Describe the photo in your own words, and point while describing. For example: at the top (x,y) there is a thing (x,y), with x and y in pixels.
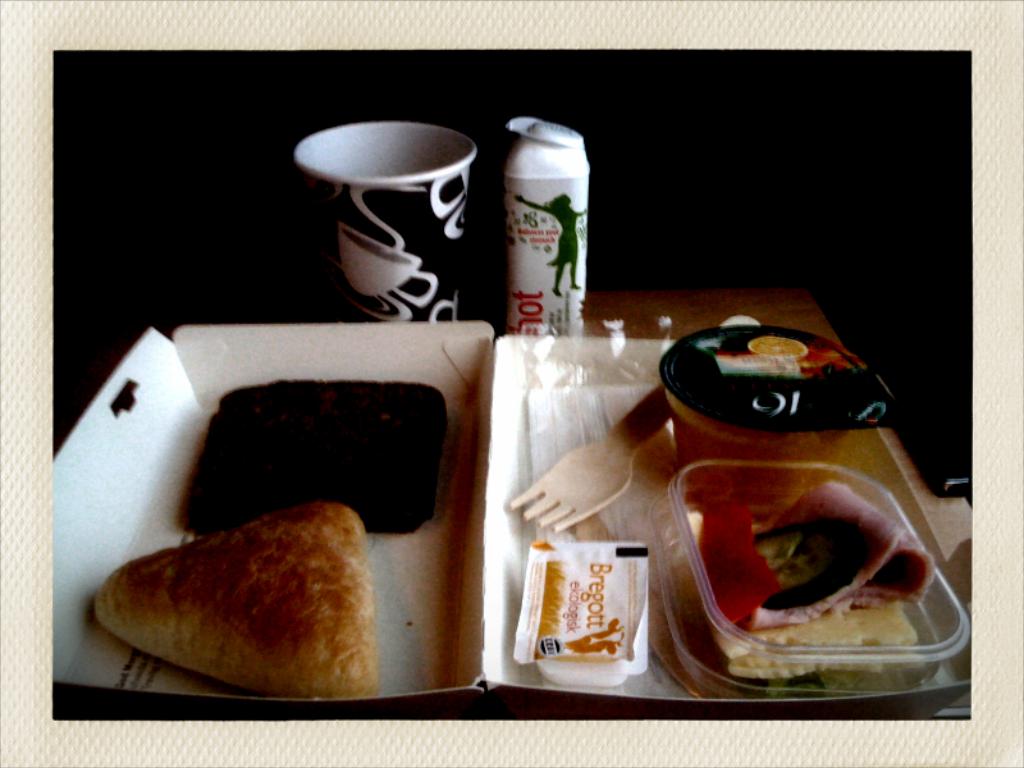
In this image there are a few food items (333,576) inside a box (375,589), beside the box (348,328) there is a glass (380,205) and a bottle of drink (519,224) on top of a table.
